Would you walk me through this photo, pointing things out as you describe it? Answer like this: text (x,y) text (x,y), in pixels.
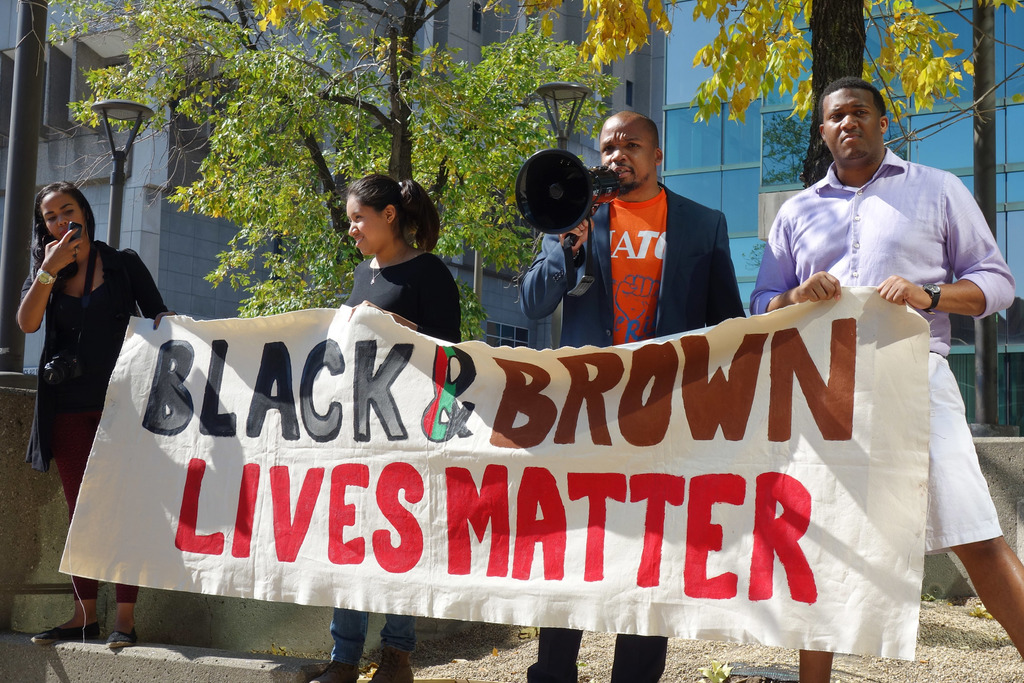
In the middle of the image (647,304) four persons (1005,552) are standing and holding a banner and microphone (591,168). Behind them there are some trees (289,236), poles (29,61) and buildings (75,37).
